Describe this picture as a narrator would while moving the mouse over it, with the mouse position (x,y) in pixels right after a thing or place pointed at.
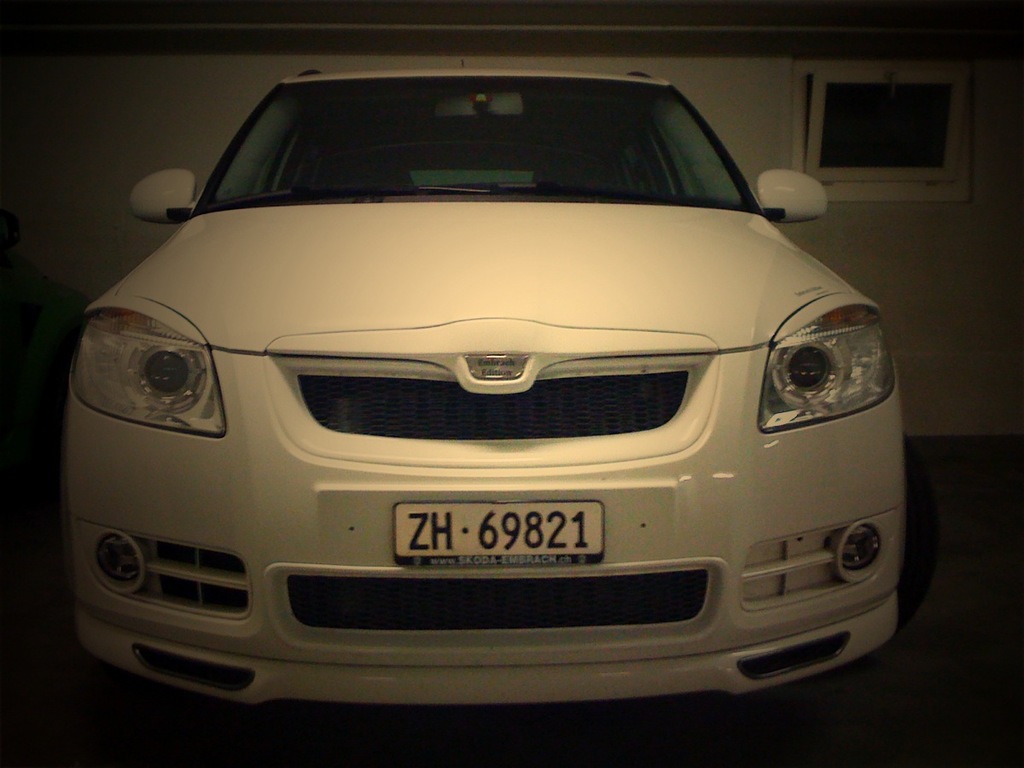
In this image we can see a car (463,441) There is a wall (175,100) in the image. There is a window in the image.
